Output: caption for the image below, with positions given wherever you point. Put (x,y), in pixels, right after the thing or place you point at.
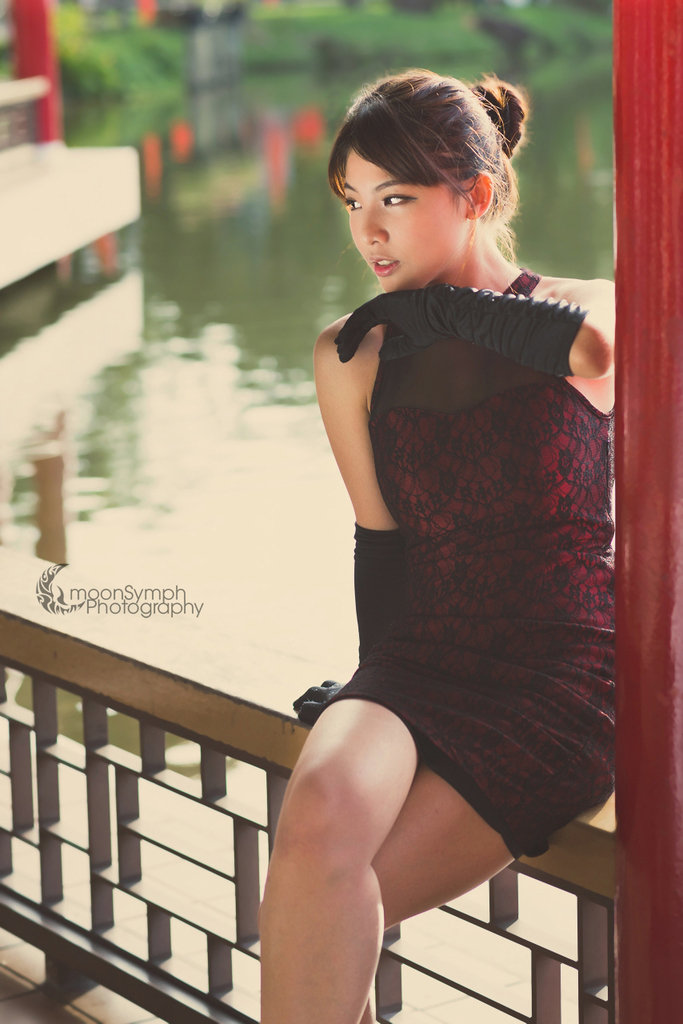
In this picture we can observe a girl (470,667) wearing maroon color dress (473,536) and gloves (366,576) to her hands (395,322). She is sitting on the railing (74,749). We can observe a red color pole (648,514) on the right side (665,471). In the background (241,403) we can observe a pond (227,437).
